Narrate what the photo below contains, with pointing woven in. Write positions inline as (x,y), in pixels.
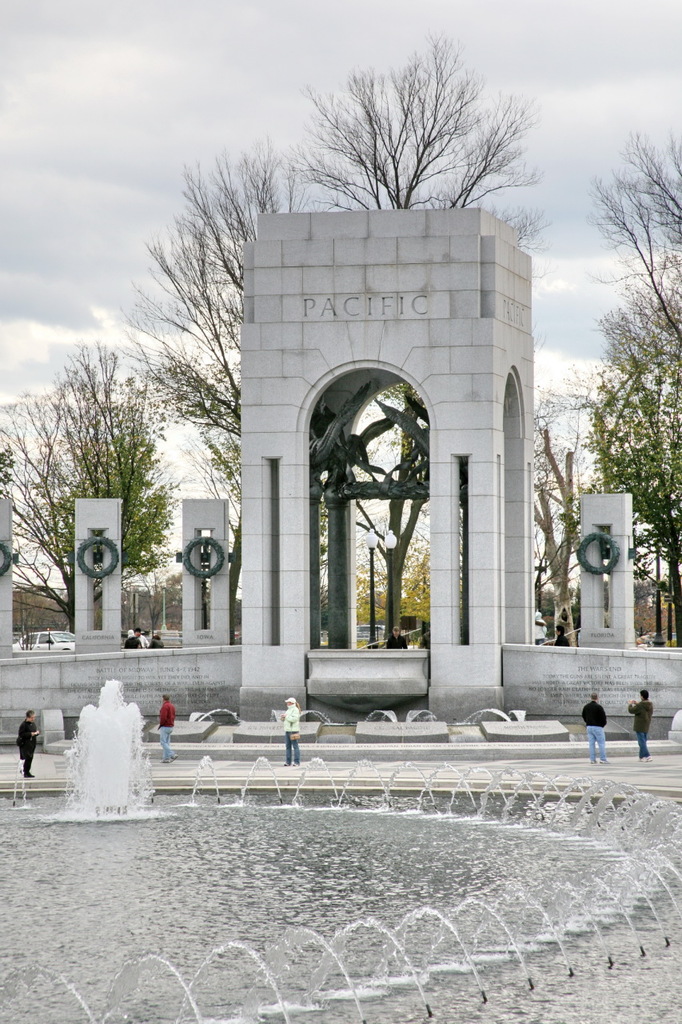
In the foreground (443,853) there is a fountain (256,871). In the center of the picture (359,679) there are people (596,719), small fountain (233,718) and an architecture (347,534). In the background (393,534) there are people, cars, street lights (391,542) and trees (614,441). Sky (563,241) is cloudy.
